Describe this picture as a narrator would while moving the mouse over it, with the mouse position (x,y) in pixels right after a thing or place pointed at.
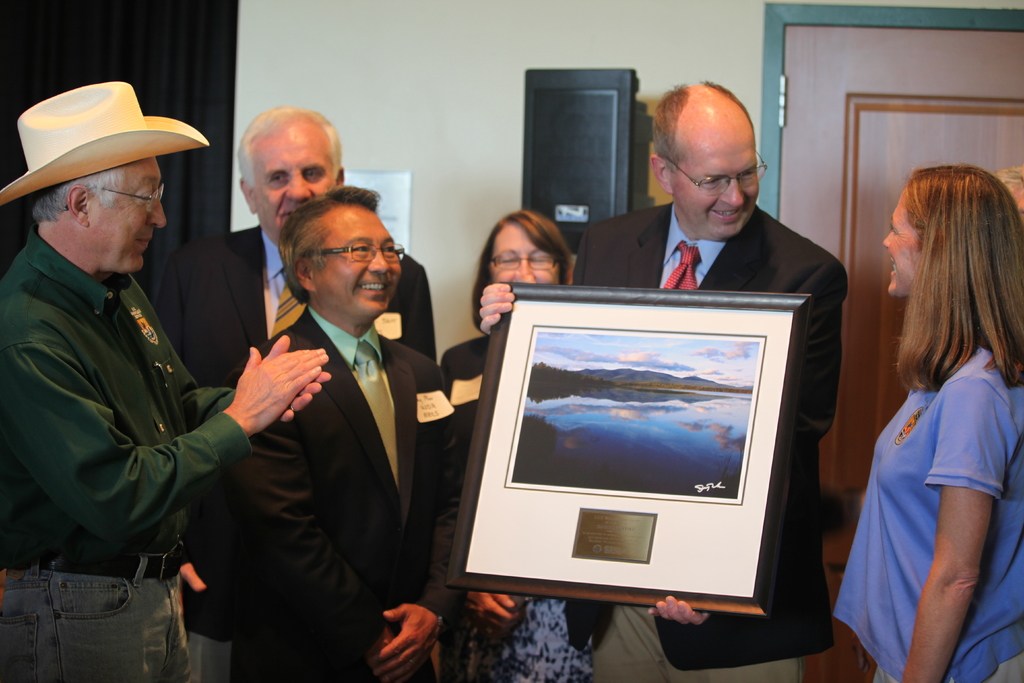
In this image I can see few persons (689,285) wearing blazers (348,451) and a woman (923,516) wearing blue colored t shirt (928,504) and a person (105,430) wearing green colored shirt (80,402) and cream colored hat (64,159) are standing. I can see a person (618,264) is holding a frame (604,308) in his hand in which I can see a picture (674,460) of the sky (655,351), the water (635,423) and few mountains (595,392). In the background (468,121) I can see the cream colored wall (409,60), the black colored curtain (113,30), the black colored object (552,120) to the wall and the door (869,122) which is brown in color.
